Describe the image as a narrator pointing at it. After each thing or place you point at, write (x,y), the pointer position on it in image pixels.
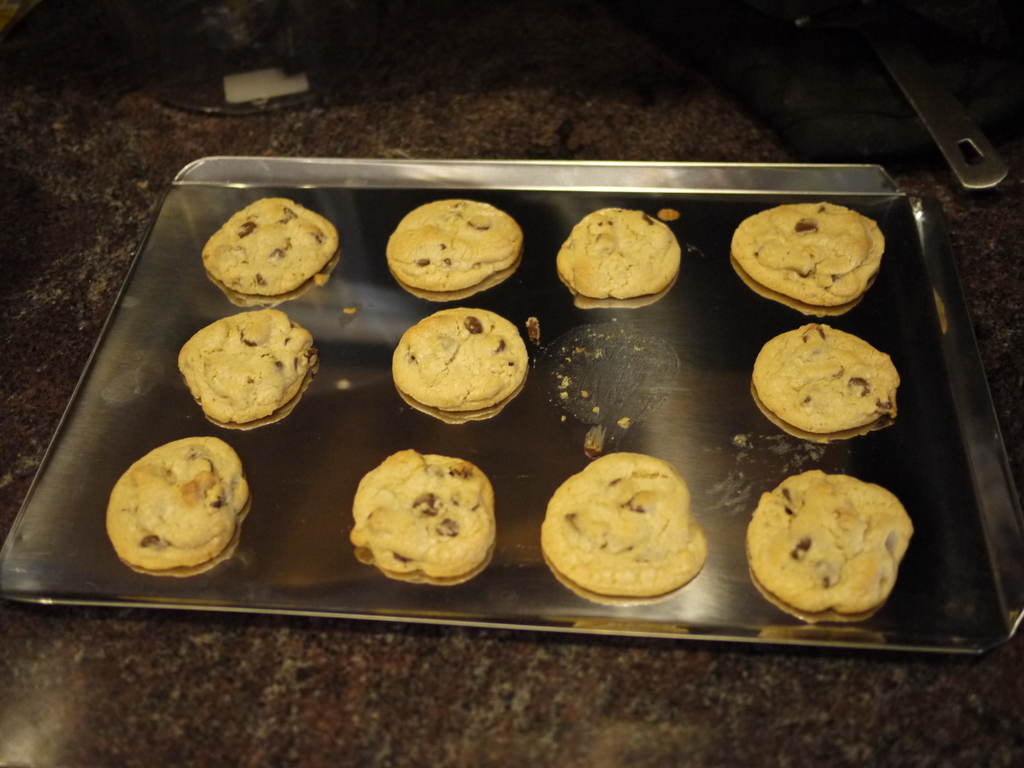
In this image we can see the tray (726,170) of choco chip cookies (828,288) and the tray (755,626) is placed on the surface (288,114). We can also see the spoon (953,149).
